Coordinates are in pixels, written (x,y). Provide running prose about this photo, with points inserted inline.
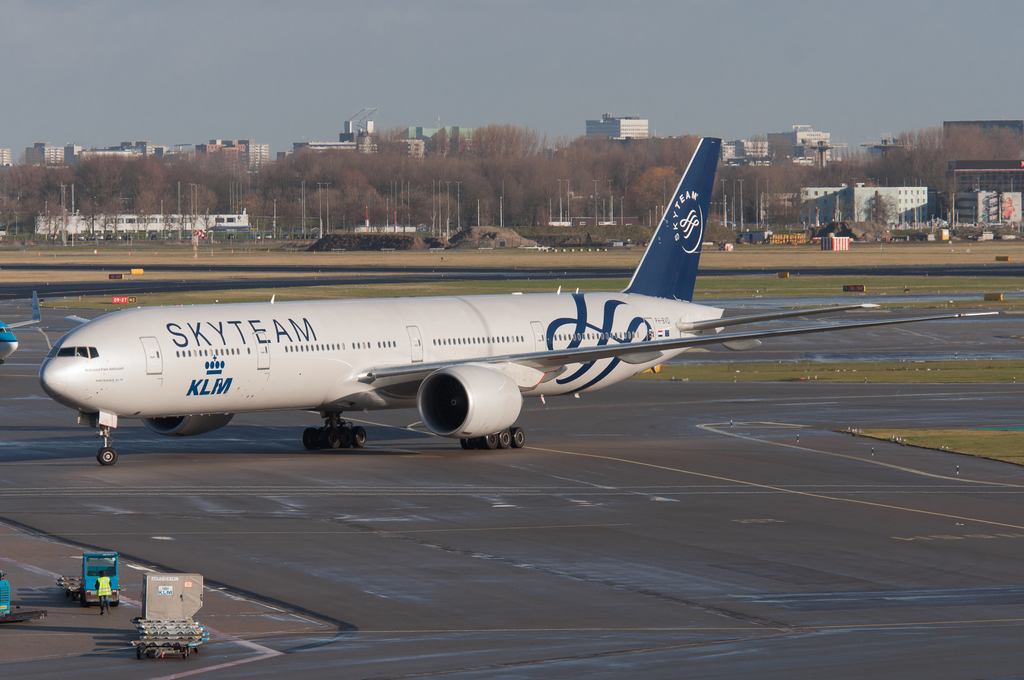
This picture is clicked outside the city. In the foreground (170,646) we can see the vehicles (81,585) and a person (103,586) standing on the ground (99,612). In the center (405,327) there is an airplane (456,311) parked on the ground (595,440) and there are some objects (838,238) placed on the ground (215,249). In the background (640,72) we can see the sky (450,90), trees (374,190) and buildings (995,184) and some portion of green grass (978,452).
